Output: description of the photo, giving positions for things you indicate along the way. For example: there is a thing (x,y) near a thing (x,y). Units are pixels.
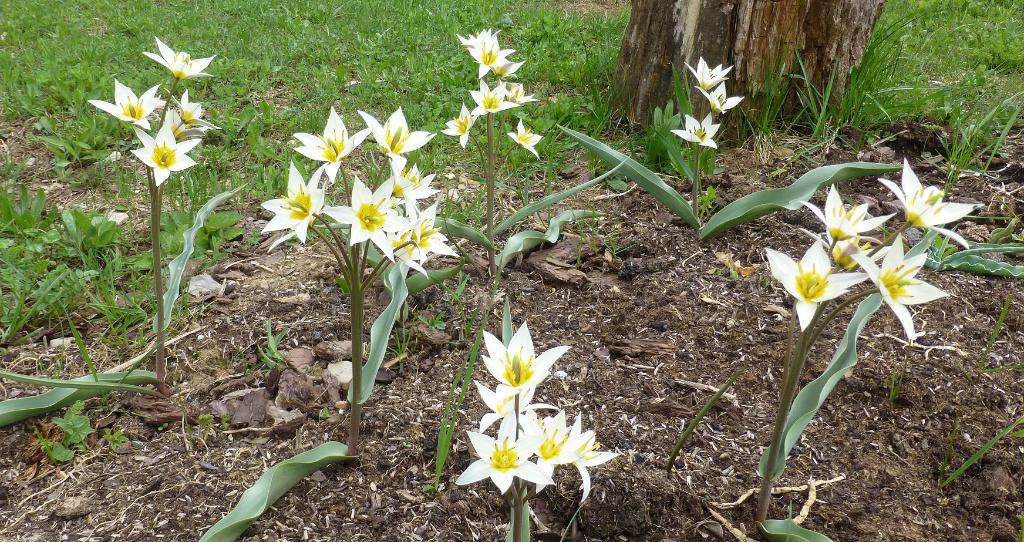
In this image we can see few plants (809,171) with white flowers (403,210) and grass (454,86). Here we can see a wooden pole (705,50).
